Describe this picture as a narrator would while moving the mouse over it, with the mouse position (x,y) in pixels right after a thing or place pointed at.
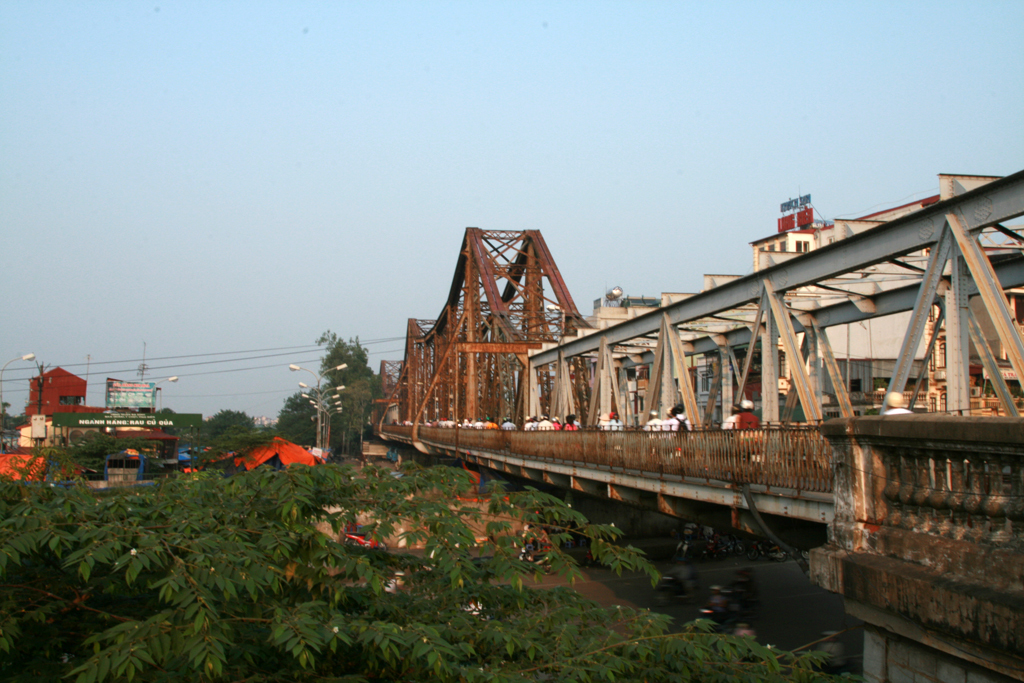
In the foreground of this image (259,633), there is a tree (312,660) at the bottom (371,660) and few vehicles (742,624) moving on the road (755,616). On the right (790,467), there is a bridge (971,550). In the background (81,383), there are buildings (72,393), boards (143,388), poles (317,376), cables (261,354) and the sky (240,227).
